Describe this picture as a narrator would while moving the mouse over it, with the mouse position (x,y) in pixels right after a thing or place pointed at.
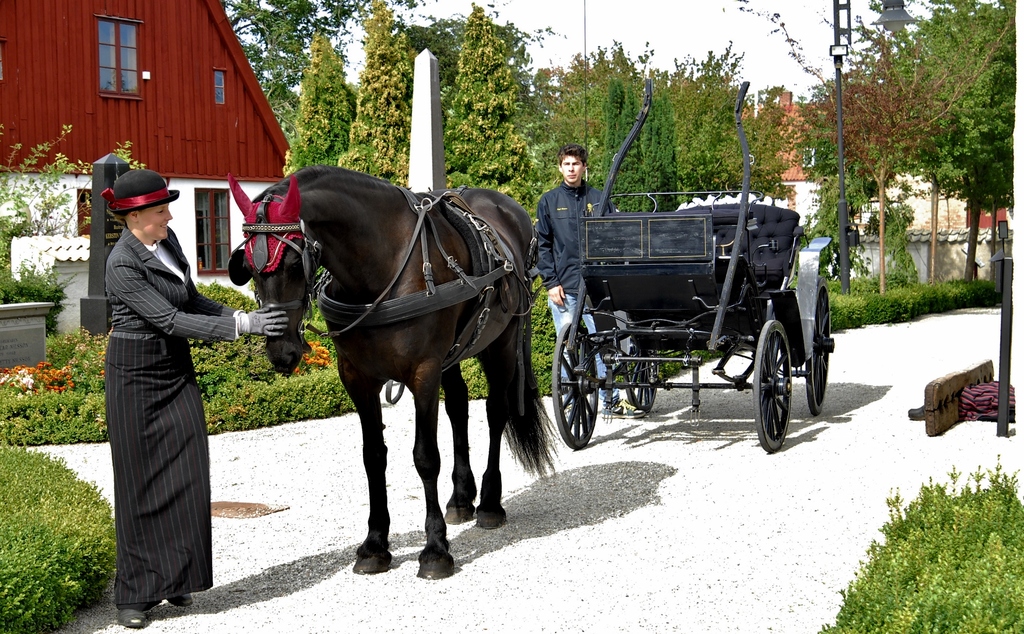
In this picture there are two people (568,177) and a horse (355,249) the lady (108,190) is holding the horse (274,289) and the floor (292,514) is white in colour. In the background (217,142) there is a beautiful red house (210,125) with windows (214,78) and trees (319,64) all over the place. There is a light lamp pole (895,10) located and a horse cart (668,284) in the picture.
